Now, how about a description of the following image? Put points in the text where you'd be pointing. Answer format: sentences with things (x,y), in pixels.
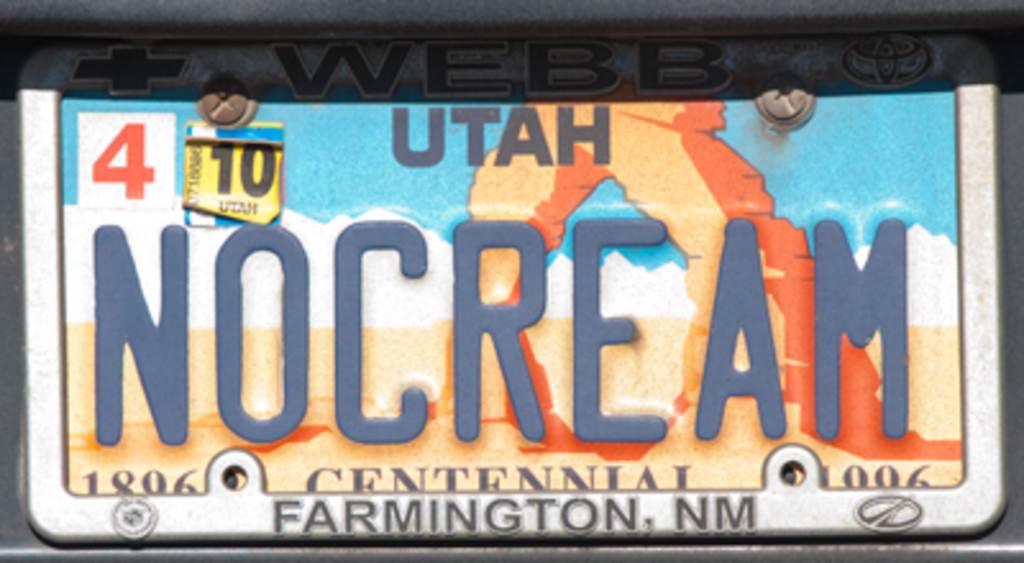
In this image we can see a plate (322,359) with text (225,316), numbers (188,176) and image (803,395).
